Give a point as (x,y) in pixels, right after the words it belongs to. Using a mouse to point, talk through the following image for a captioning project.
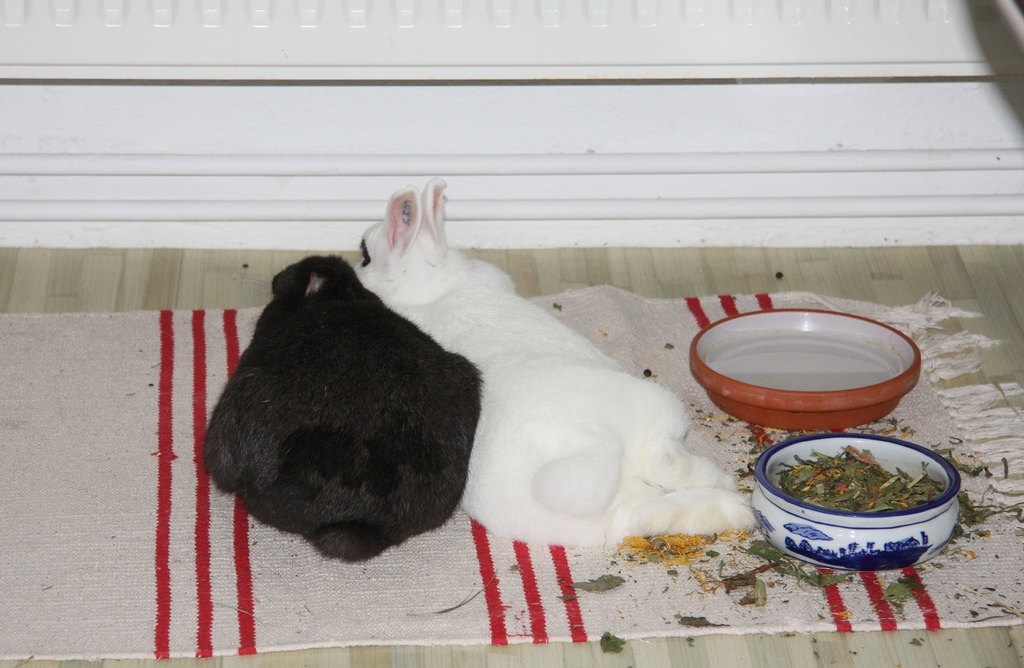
In this image, we can see a mat (192,335) contains rabbits (293,407) and bowls (778,394).
